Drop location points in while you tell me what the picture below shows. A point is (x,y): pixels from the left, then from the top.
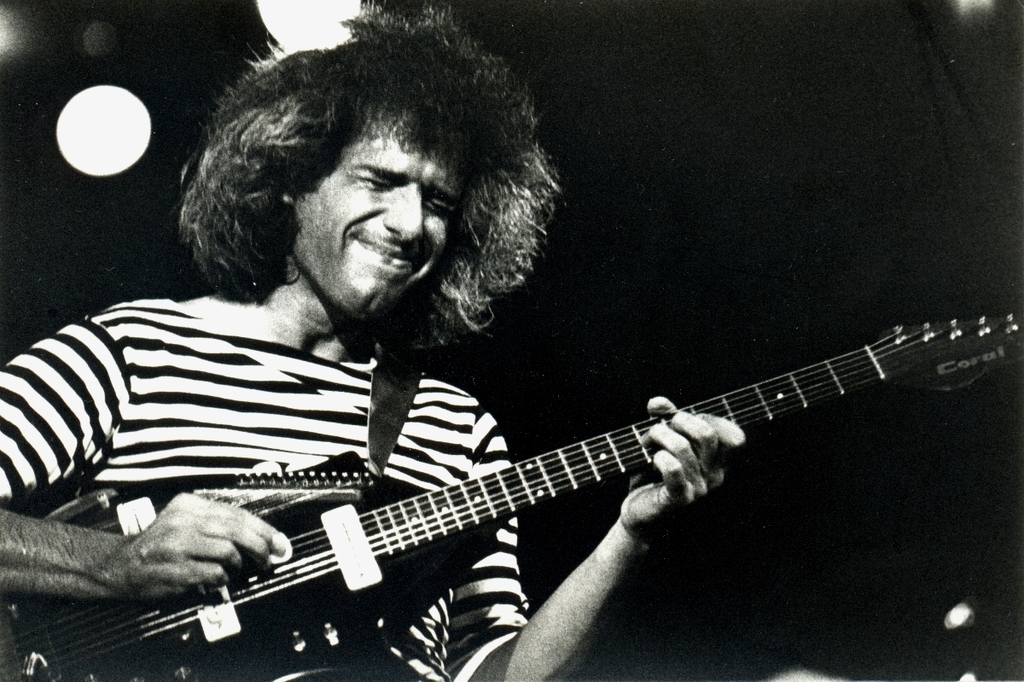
This is a black and white picture. Background (89,31) portion of the picture is dark. In this picture we can see a man (488,416) wearing a t-shirt (60,356) and he is playing a guitar (287,518).
